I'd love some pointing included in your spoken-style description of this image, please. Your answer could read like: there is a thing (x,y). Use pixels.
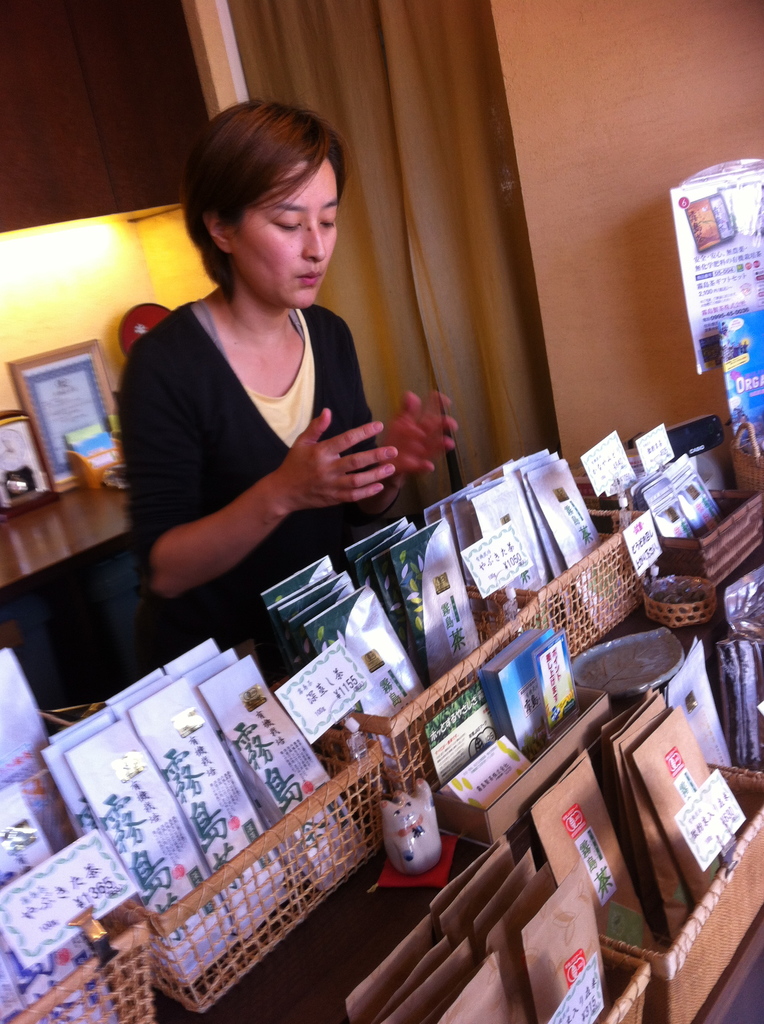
In this picture there is a woman (145,540) wearing black dress (180,523) is standing and there are few objects (444,657) in front of her which is placed in wooden boxes (370,754) and there is a table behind her which has a photo frame (63,396), a clock (9,432) and some other objects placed on it.
